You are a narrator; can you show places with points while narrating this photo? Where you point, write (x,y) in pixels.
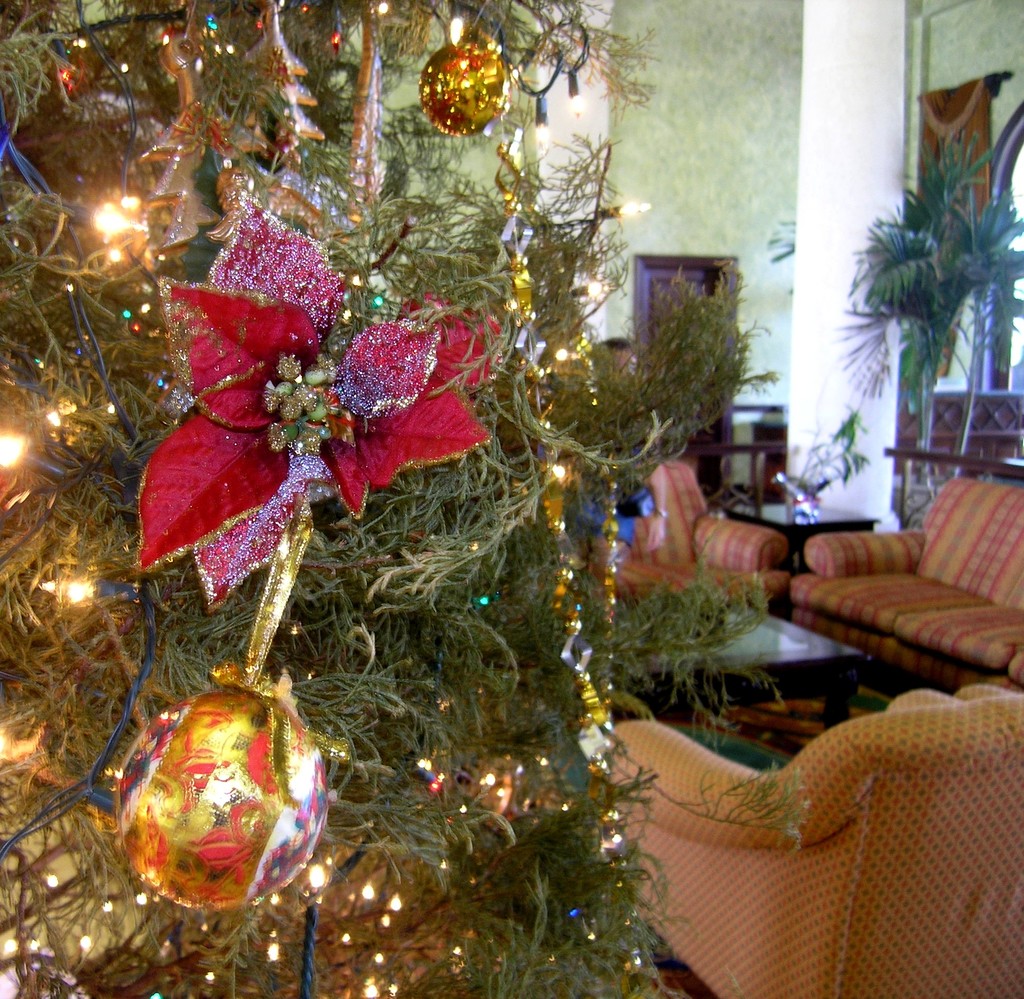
In the image there is a christmas tree (156,488) on the left side (238,621) and a sofa set (744,530) on the right side (897,665) with plants (975,247) behind it, over the background (705,289) there is a door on the wall (759,152).
